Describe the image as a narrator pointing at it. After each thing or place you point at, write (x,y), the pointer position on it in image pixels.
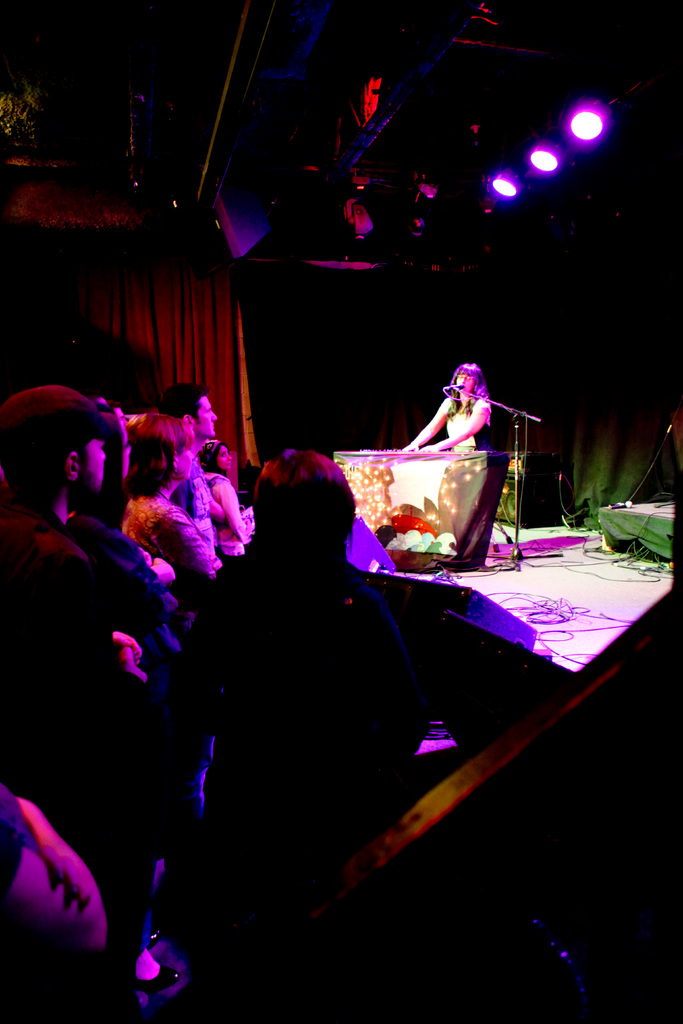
Towards left (36,817) there are people (136,645) standing. On the right (526,581) there is a stage (604,557) and there are cables (638,558), mic (518,496), women (450,428), table (445,488) and various objects (608,530). At the top (374,79) there are focus lights (556,169) and iron frames (436,52). In the background (221,330) there is a curtain (160,313).
